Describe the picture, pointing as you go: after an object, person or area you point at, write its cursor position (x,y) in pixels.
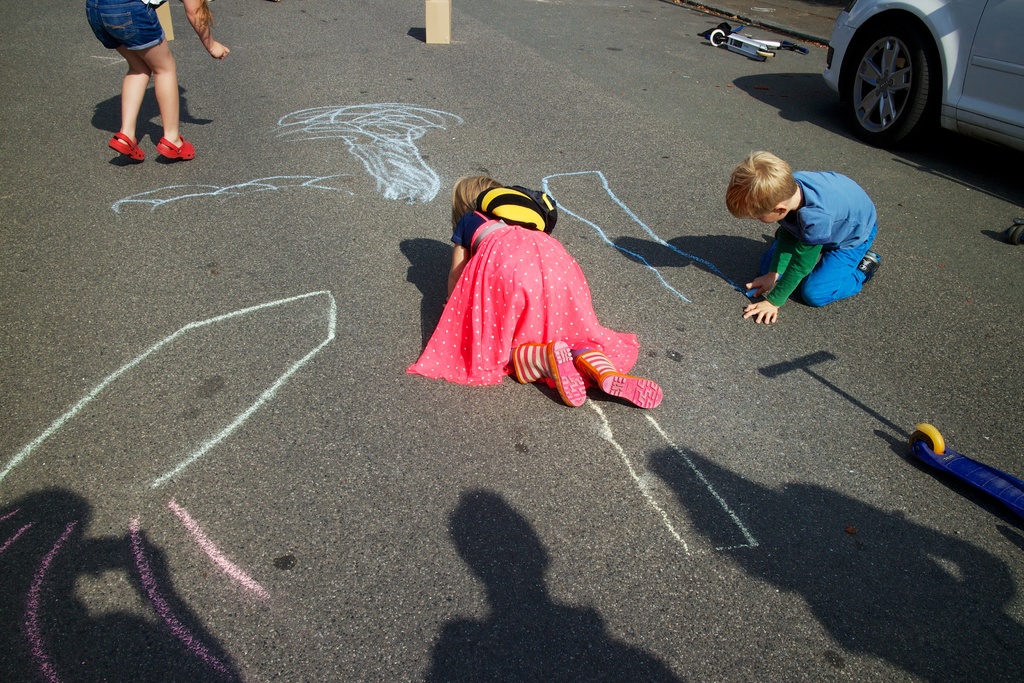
In the image few children (131,67) are writing on the road (77,422). In the top right corner of the image (1018,71) there is a vehicle (1018,71).
